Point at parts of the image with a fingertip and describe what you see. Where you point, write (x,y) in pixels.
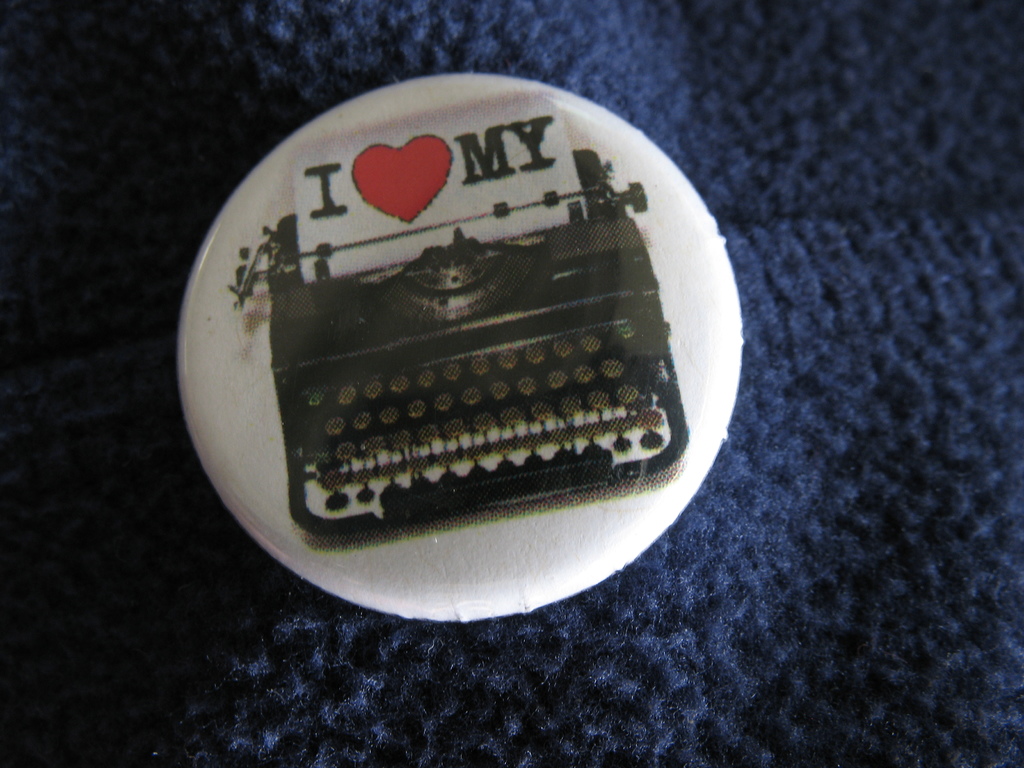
In this picture it looks like a badge (675,332) with a typewriter image (409,301) on it.
